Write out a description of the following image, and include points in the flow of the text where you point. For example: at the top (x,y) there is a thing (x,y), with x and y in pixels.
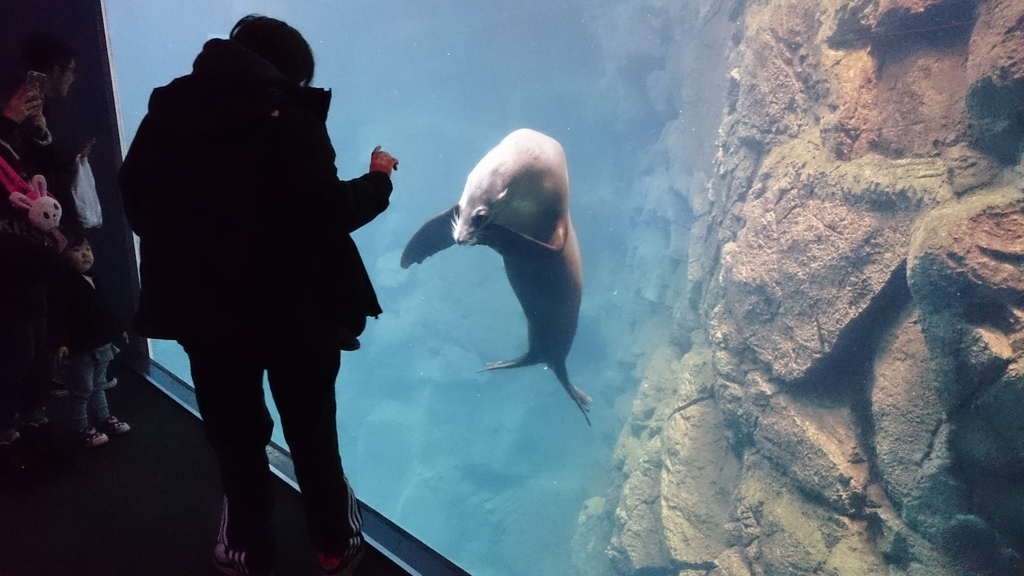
In this image we can see a few people (232,267), among them some people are holding the objects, also we can see a sea lion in the water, on the right side of the image (716,369) we can see the wall (967,13).
